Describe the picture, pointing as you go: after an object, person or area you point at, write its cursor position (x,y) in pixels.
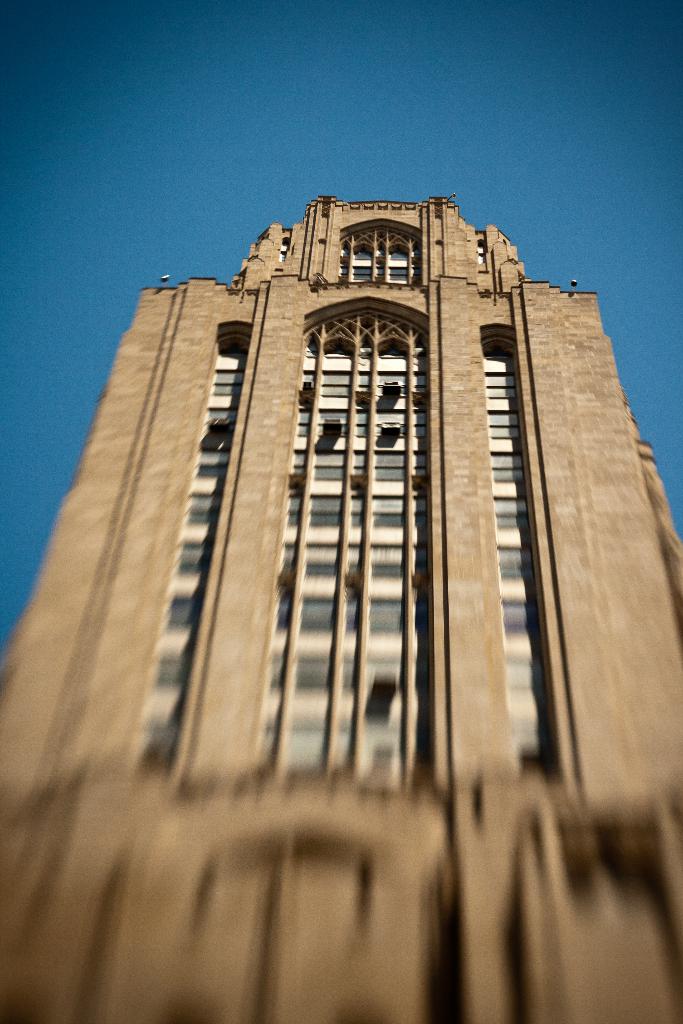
In the center of the image (252,558), we can see a building (353,325) and in the background (329,91), there is sky (329,114).
